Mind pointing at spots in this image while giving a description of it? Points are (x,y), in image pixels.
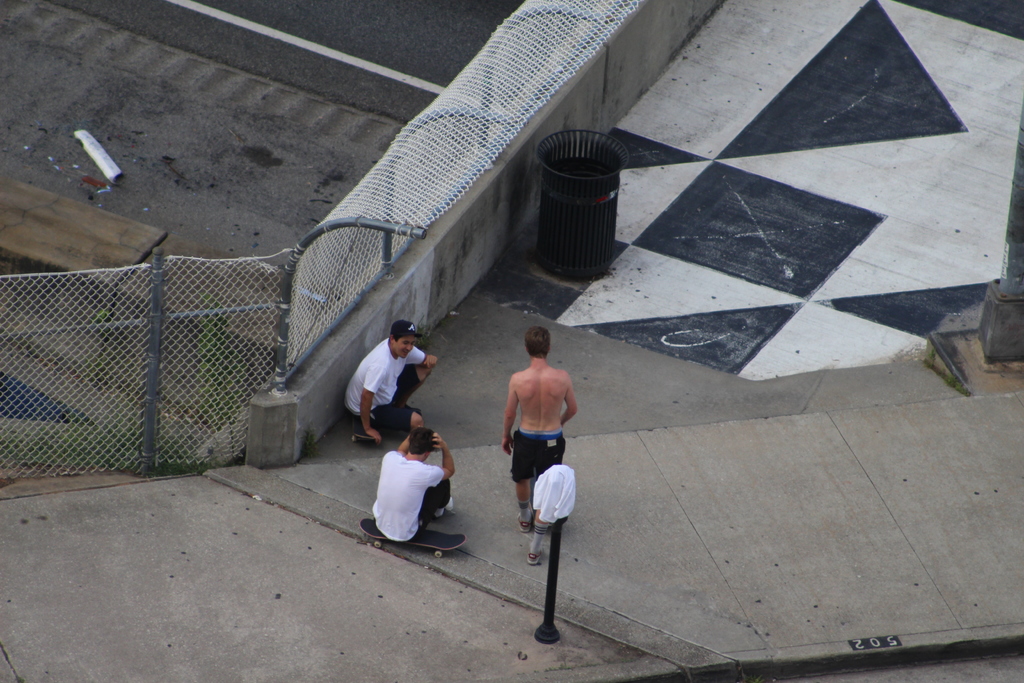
This picture shows a couple of men (425,439) seated on the skateboards (413,544) on the ground (355,462) and we see a man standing and we see a pole (560,522) and a cloth (545,501) on it and we see a metal fence (308,347) and dustbin (547,251) and a pole (1004,251) on the side and we see a man (400,382) wore a cap (420,333) on his head (398,338).
